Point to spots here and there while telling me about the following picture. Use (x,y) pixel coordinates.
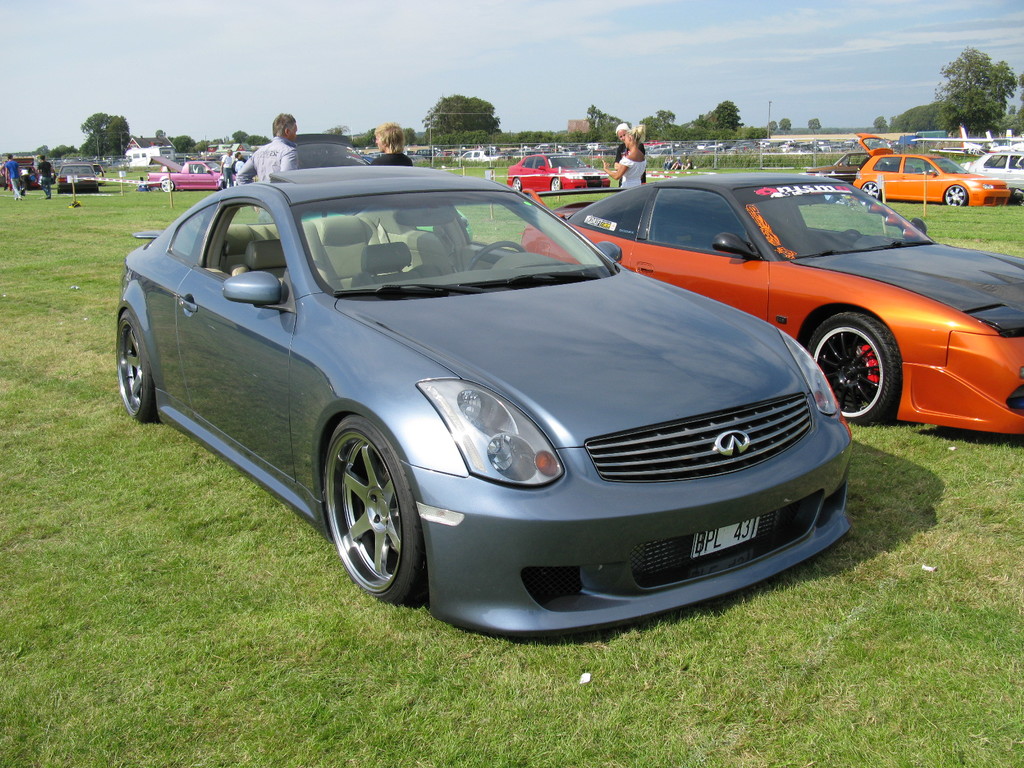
In this image I can see a car (552,358) which is blue in color and another car (813,285) which is orange and black in color is on the ground (745,682). In the background (347,151) I can see few persons (284,155) standing, few other cars (1008,172) on the ground (723,665), the fencing (495,165), few trees (257,139), few buildings (144,150) and the sky (206,104).
